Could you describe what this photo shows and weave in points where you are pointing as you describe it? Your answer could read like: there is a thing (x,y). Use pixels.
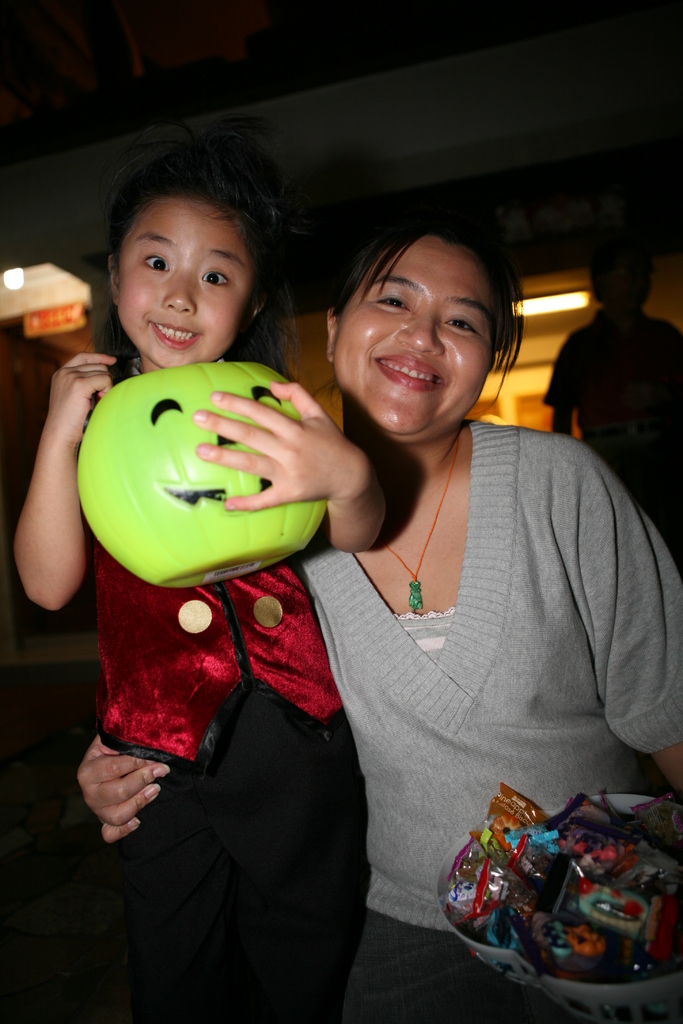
In this picture there is a woman (537,680) who is wearing grey t-shirt (429,808) and trouser (419,952), beside him there is a girl (282,452) who is holding green color object (190,434). In the bottom right corner (611,951) i can see many chocolates (583,910) which are kept in this basket (659,945). In the back (607,400) there is a boy (630,341) who is standing near to the door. At the top of the building (351,17) there is a roof (378,10).
